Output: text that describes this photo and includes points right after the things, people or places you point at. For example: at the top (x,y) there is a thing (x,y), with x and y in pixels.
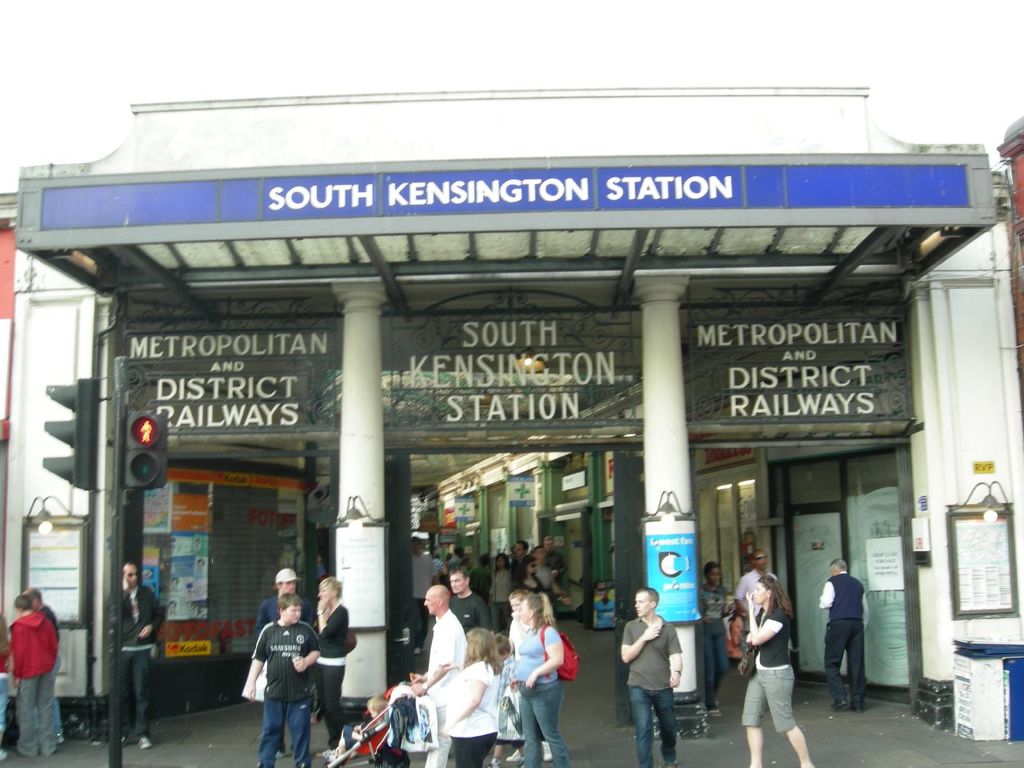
In this picture we can see some people (54,644) are walking, in the background (580,631) there is a building (486,544), on the left side (93,483) we can see traffic lights (93,465), a man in the middle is holding a stroller (373,726), on the right side (1007,594) there is a board (988,562), we can see two pillars (665,428) and boards (577,417) in the middle (575,396), we can see some text (171,346) on these boards (338,412), we can also see people (483,559) in the background (483,559).
